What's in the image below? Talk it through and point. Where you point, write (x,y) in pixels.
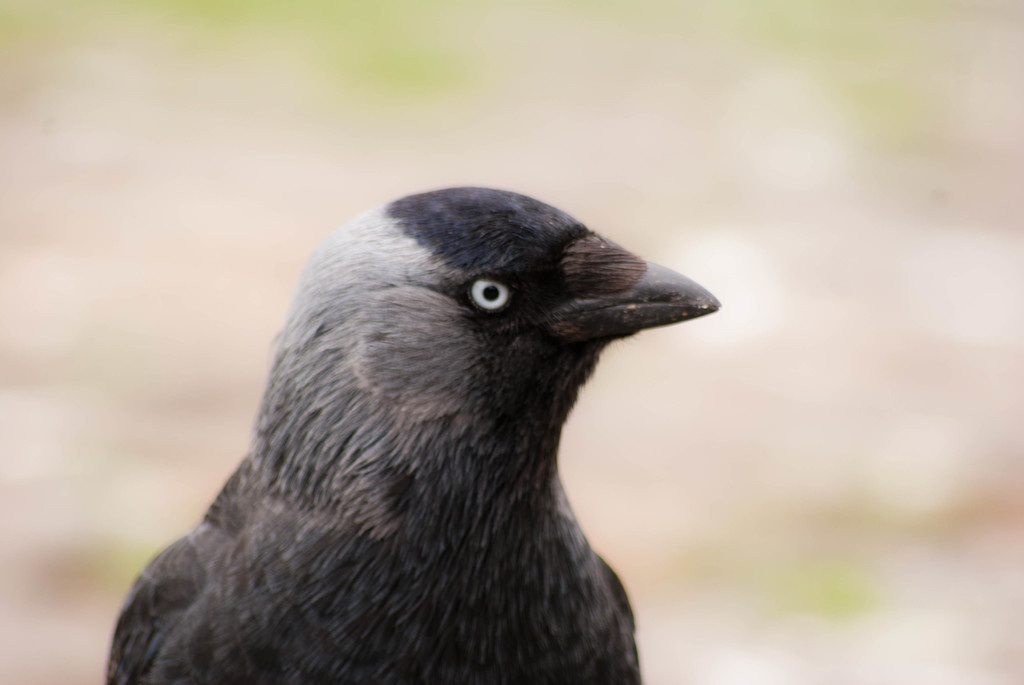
In this image I can see a bird (289,544) which is in black and gray color.
